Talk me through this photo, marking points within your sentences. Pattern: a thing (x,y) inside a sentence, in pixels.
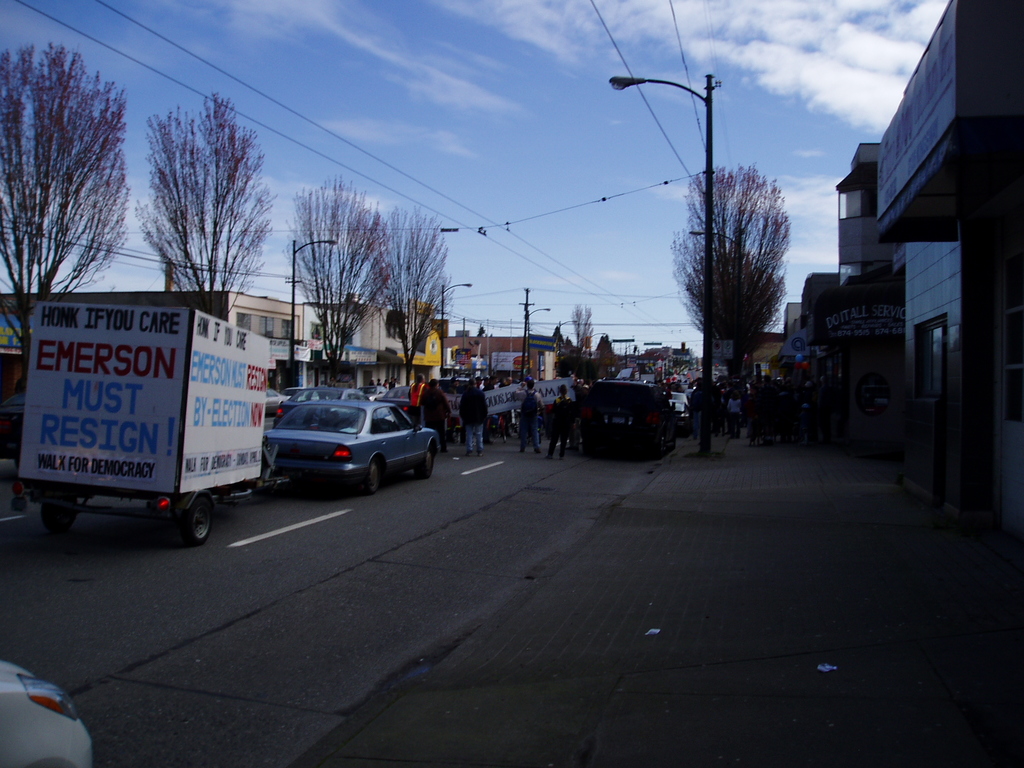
In this image we can see motor vehicles (372,463) on the road (518,443), people (537,418) standing on the road (511,455) and holding advertisements (569,383) in their hands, street poles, street lights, electric poles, electric cables (602,289), buildings (792,315), name boards (789,339), trees (395,318) and sky (483,205) with clouds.
